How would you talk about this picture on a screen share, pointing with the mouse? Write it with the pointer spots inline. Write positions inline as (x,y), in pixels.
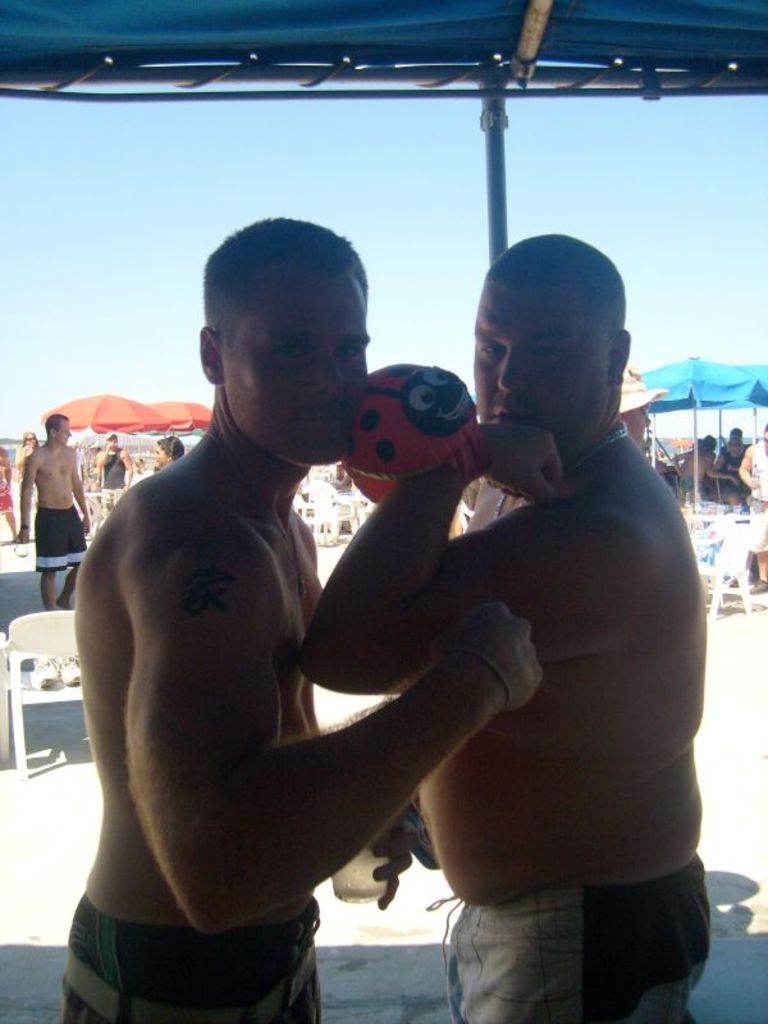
In this image I can see two persons (201,718) standing, a pole (491,157) and a tent (324,29). In the background (741,431) I can see few chairs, few persons (756,518), few tents (727,392) which are blue and orange in color, the water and the sky (377,195).
